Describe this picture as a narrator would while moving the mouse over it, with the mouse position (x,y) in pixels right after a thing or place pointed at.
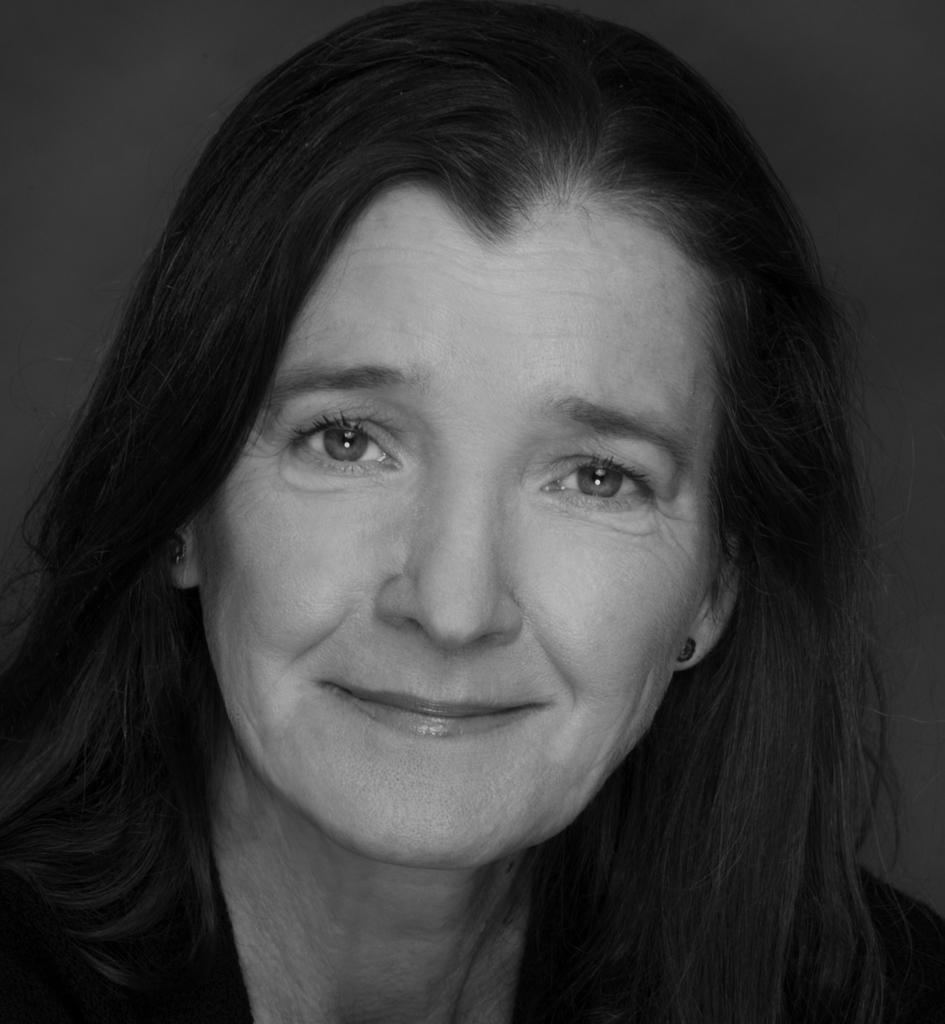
This is a black and white image, in this image in the center (322,442) there is one woman (454,602).
